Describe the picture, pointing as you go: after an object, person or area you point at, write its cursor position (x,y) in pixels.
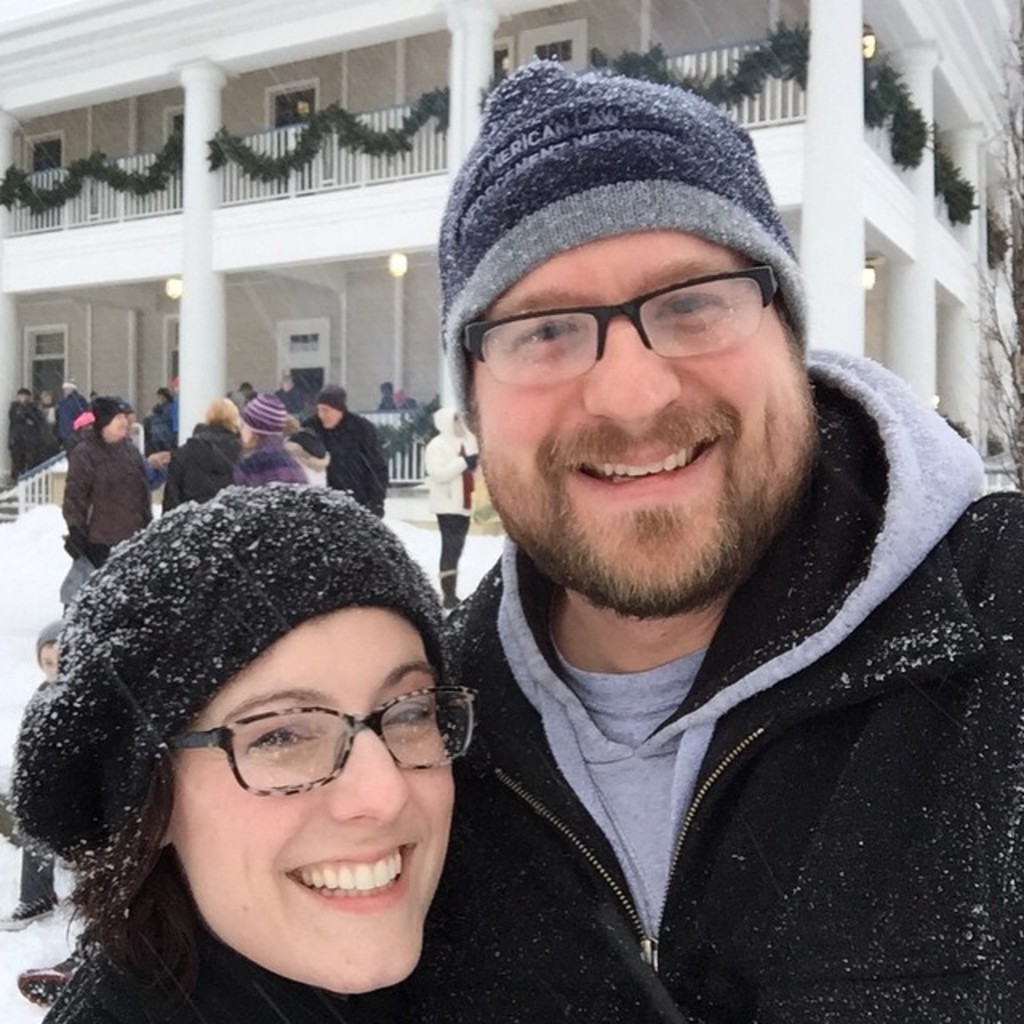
In the given image i can see a people (551,293), building (50,244) with windows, lights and fence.
